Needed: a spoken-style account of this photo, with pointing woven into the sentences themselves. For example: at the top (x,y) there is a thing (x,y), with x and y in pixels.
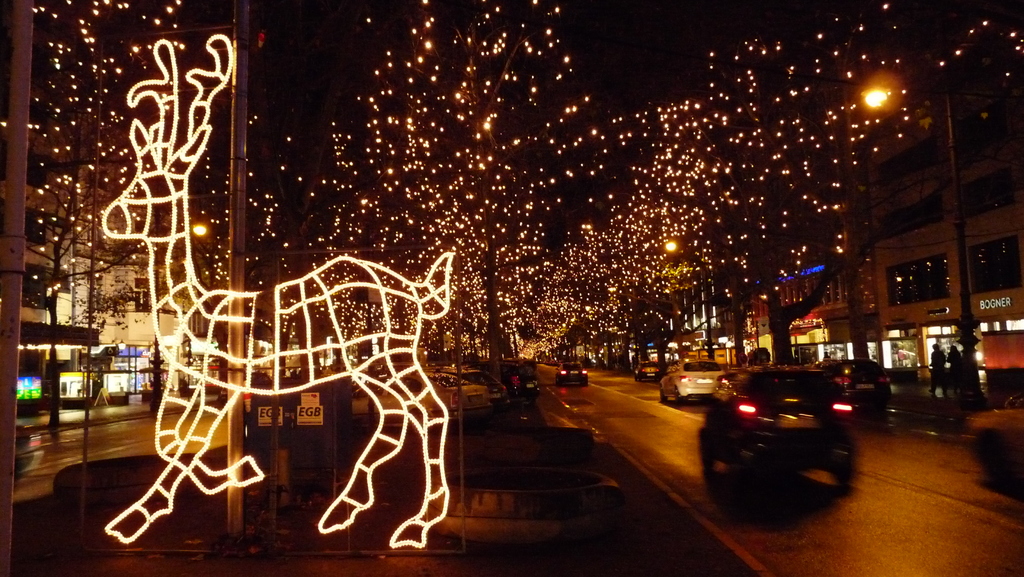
This is an image of the busy street (642,412) where we can see there are cars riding on road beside that there are buildings (1023,318) and also it is decorated with lights (172,459).
